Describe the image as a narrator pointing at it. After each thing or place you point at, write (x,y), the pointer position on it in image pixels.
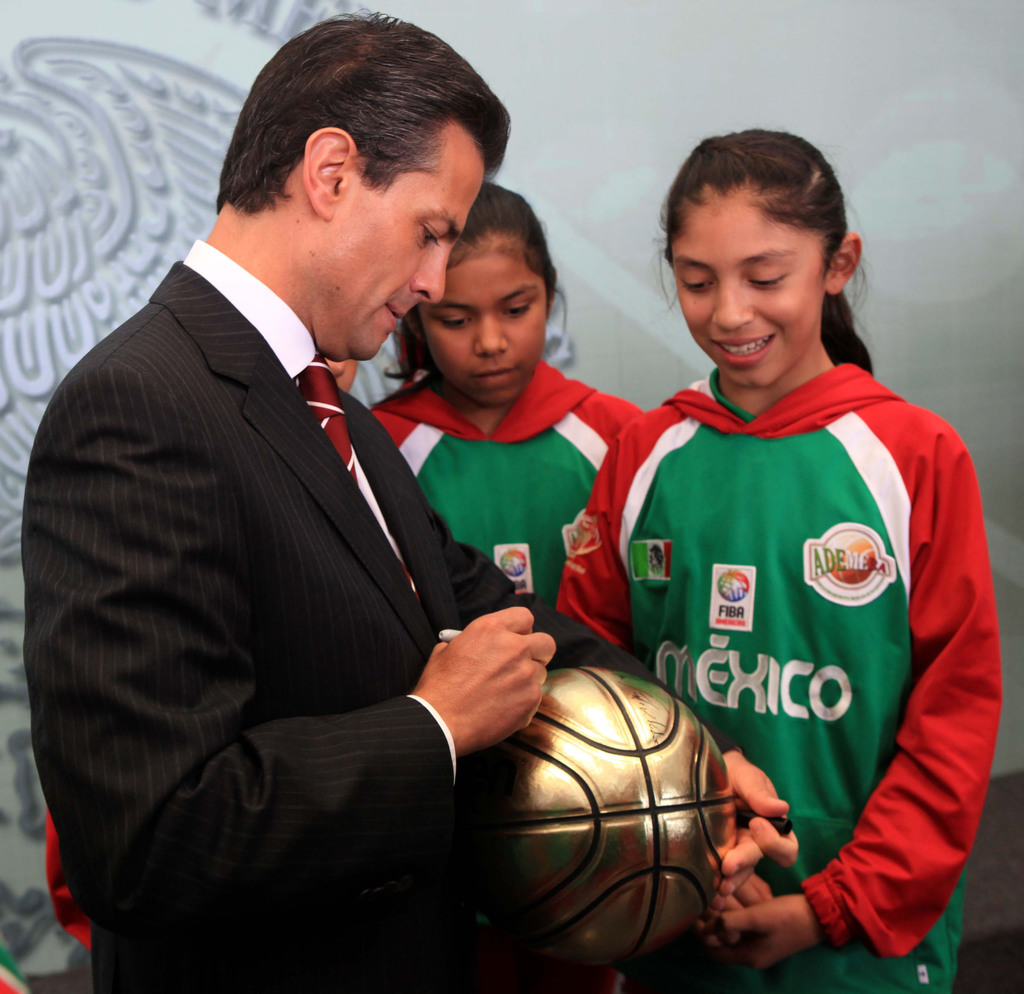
As we can see in the image there is a white color wall (904,193) and three people (526,425). The man (355,423) who is standing here is holding ball (523,852).
